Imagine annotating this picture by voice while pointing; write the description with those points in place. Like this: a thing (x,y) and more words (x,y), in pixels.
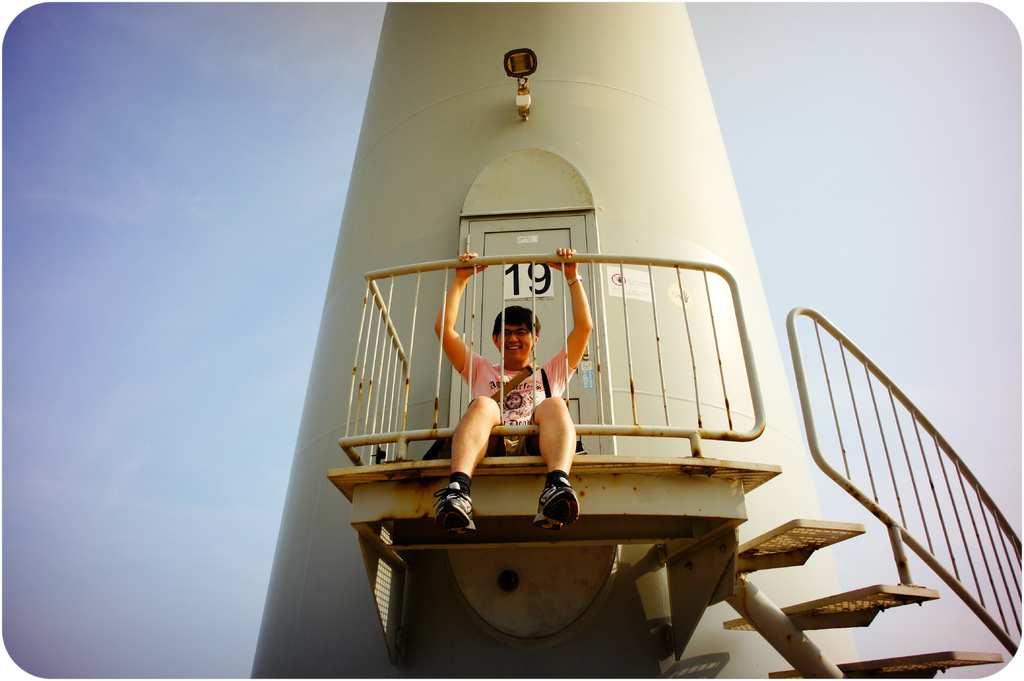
In the picture we can see a cream color pillar kind of thing (533,559) and a door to it on it, we can see number 19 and in front of the door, we can see a boy (488,418) sitting and holding a railing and beside it we can see some steps (771,613) and railing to it and in the background (256,17) we can see a sky (857,202).
